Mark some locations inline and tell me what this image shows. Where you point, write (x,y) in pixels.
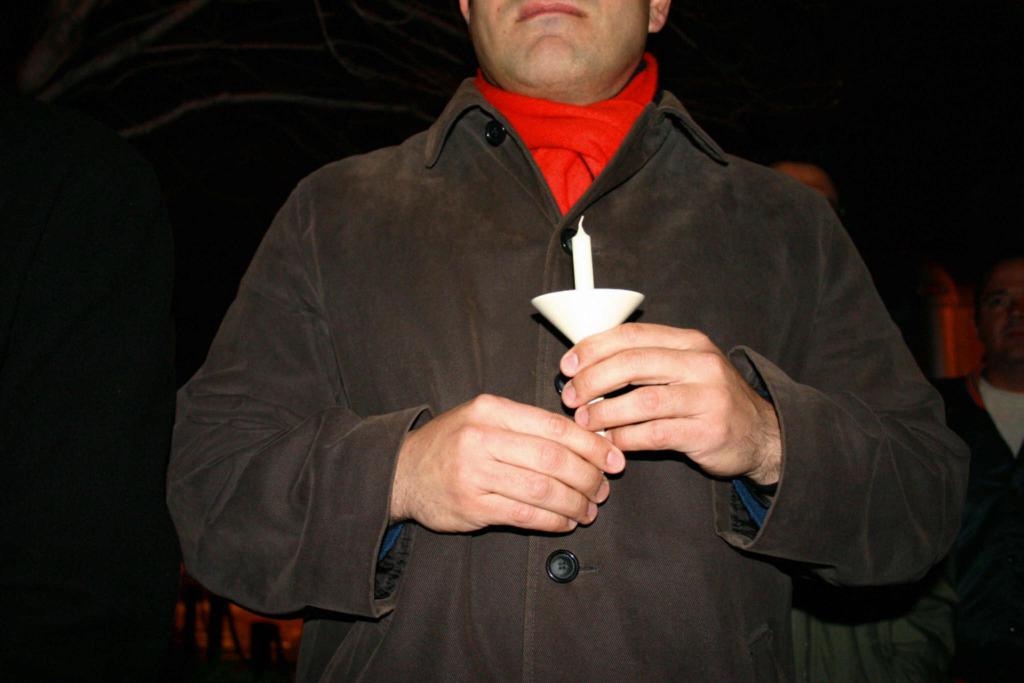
In this image, at the middle (598,358) we can see a man (787,352) standing and he is holding a white color object (592,330) and he is wearing a jacket (476,316).
